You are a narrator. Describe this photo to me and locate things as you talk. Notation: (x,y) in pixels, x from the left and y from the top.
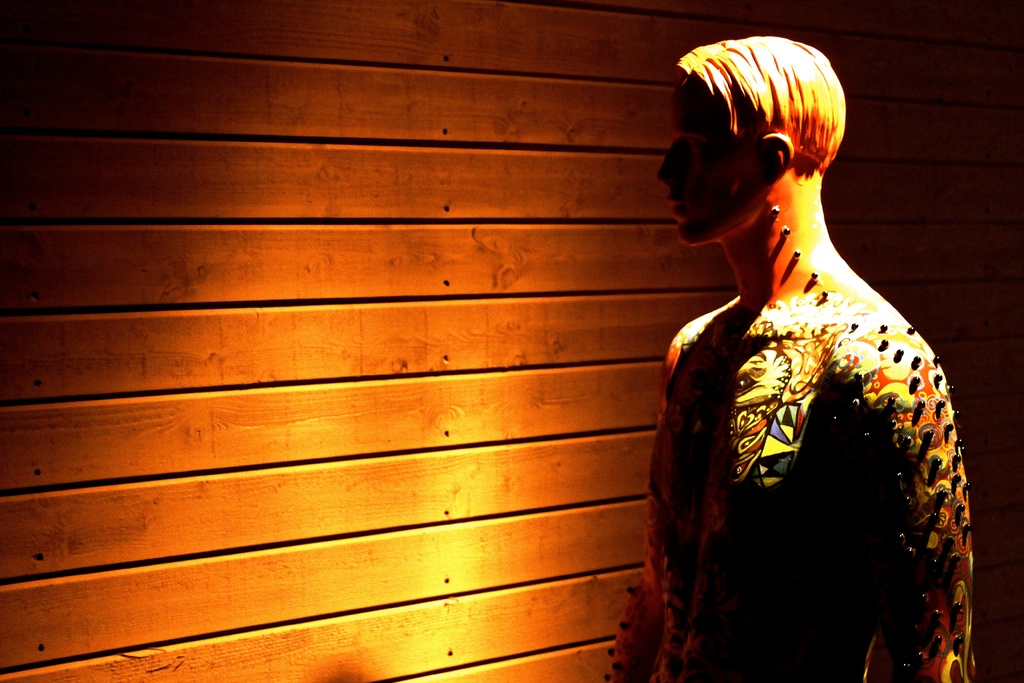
In this image we can see a statue (697,405) and wall (472,400) in the background (263,266).
